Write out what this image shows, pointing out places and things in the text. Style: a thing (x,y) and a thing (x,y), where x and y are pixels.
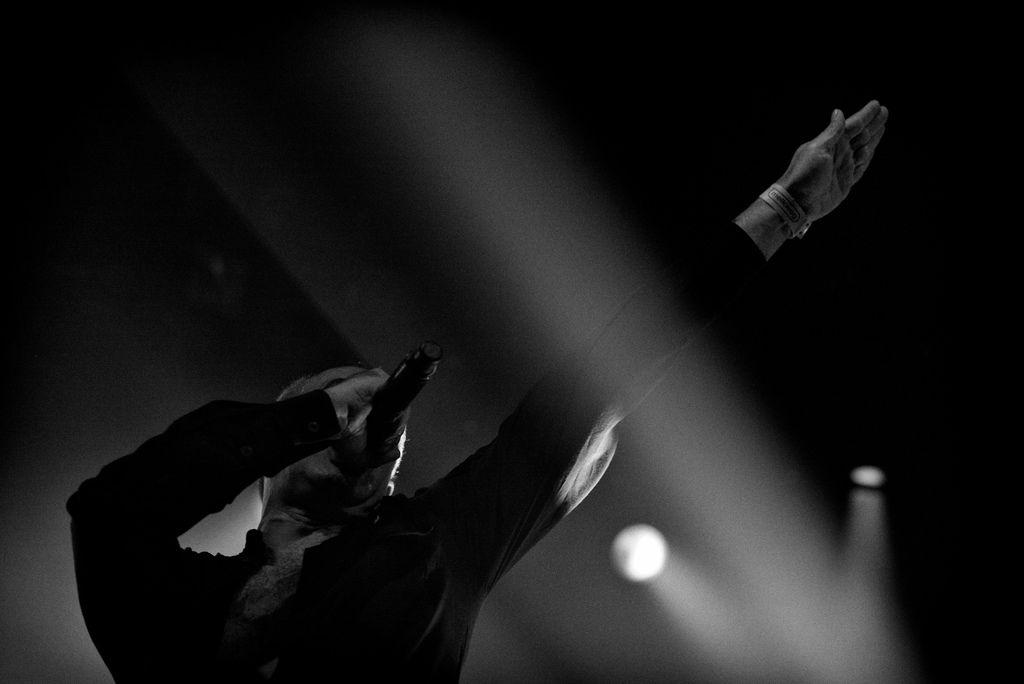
In this image we can see a black and white image of a person (356,495) holding a mic (425,369).
